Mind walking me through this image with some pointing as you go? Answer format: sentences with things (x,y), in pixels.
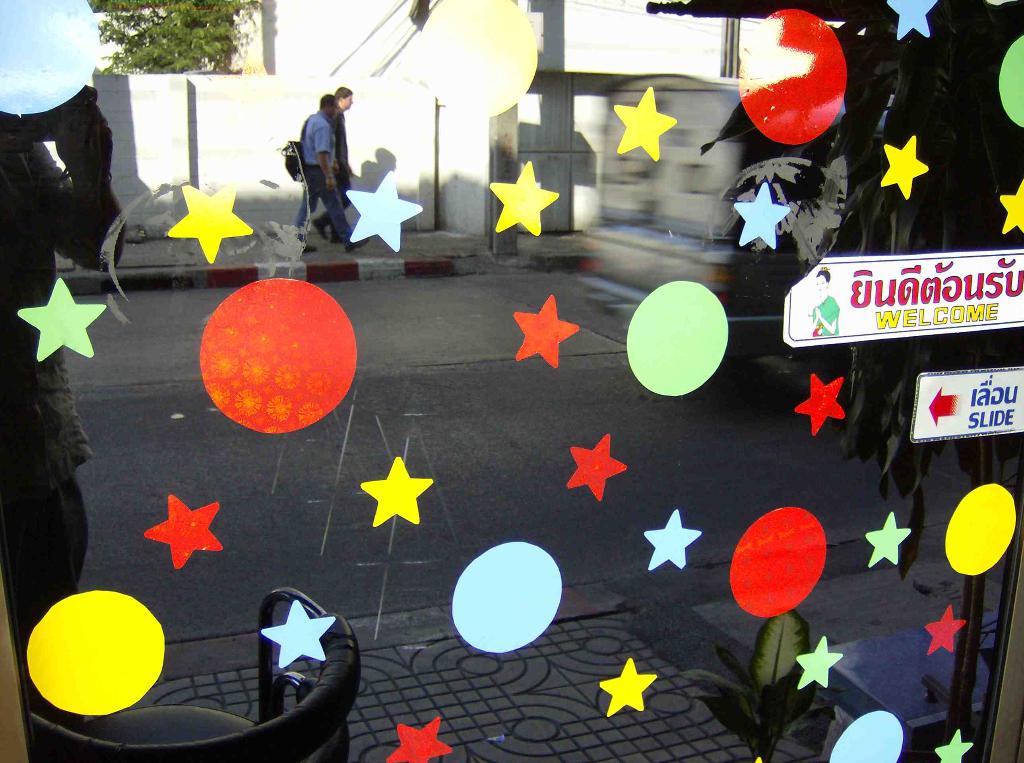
In this picture we can see a glass object (378,19). There are a few stars (210,254), some text (946,300), an arrow sign (926,373), a person (825,278) and colorful round items (249,315) are visible on this glass object (499,733). Through this glass object (255,665), we can see two people (322,147) walking on the path (247,257). There is a tree (135,39), walls (268,51) and the sky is visible in the background (711,70).
